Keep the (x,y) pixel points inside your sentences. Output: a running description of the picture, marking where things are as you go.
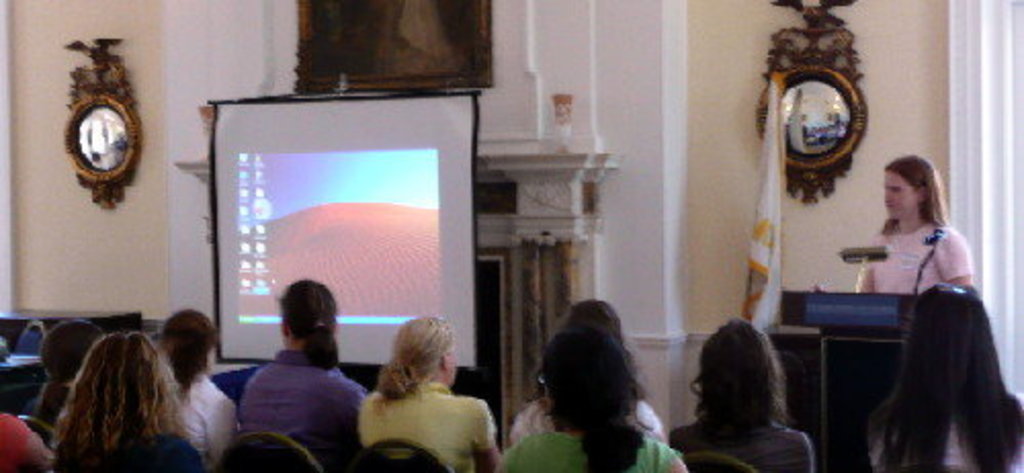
In this image there is a picture (405,53), mirrors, screen (399,181), flag (776,243), podium (832,375), people (946,239), chairs (232,470), wall (640,209) and objects (517,369). Among them one person (900,210) is standing and in-front of that person (893,256) there is a podium (834,304). A picture (445,56) and mirrors (856,79) are on the wall (682,63).
